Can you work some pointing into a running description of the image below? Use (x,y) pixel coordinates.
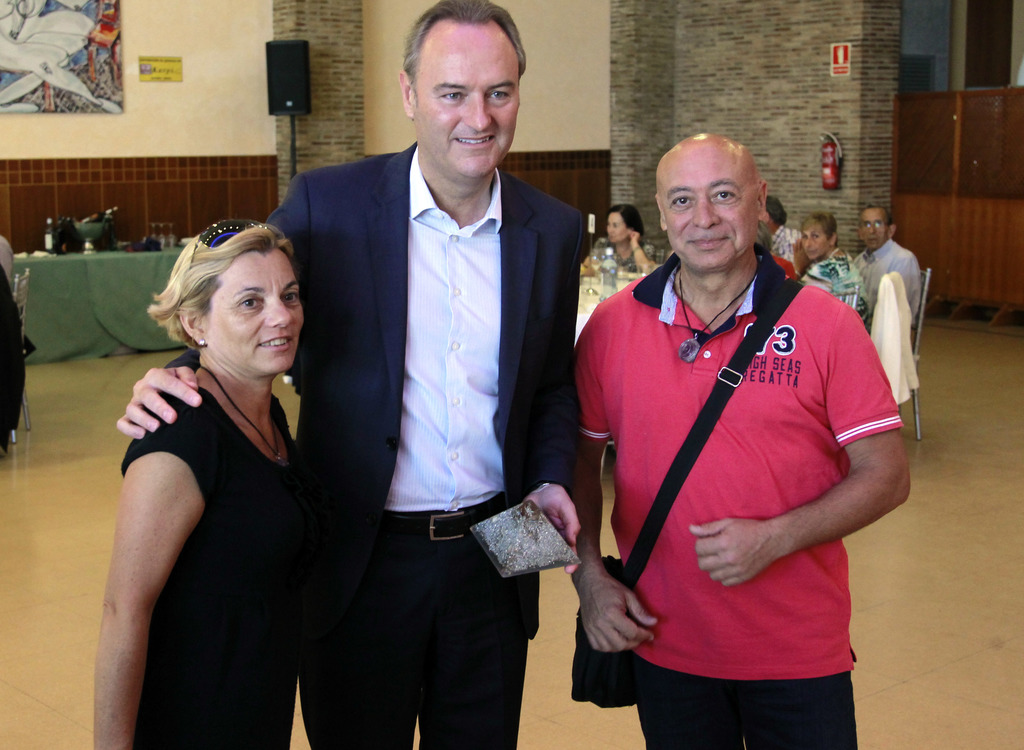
In this picture I can see there are two men (366,587) and a woman (264,584) standing and the person (355,694) at the center (509,466) is holding an object (537,556) and in the backdrop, there are a group of people (803,234) sitting in the chairs (858,307) and there is a wall (812,127) in the backdrop (731,6) and there is a photo frame (113,72) placed on the left side wall (165,88).
